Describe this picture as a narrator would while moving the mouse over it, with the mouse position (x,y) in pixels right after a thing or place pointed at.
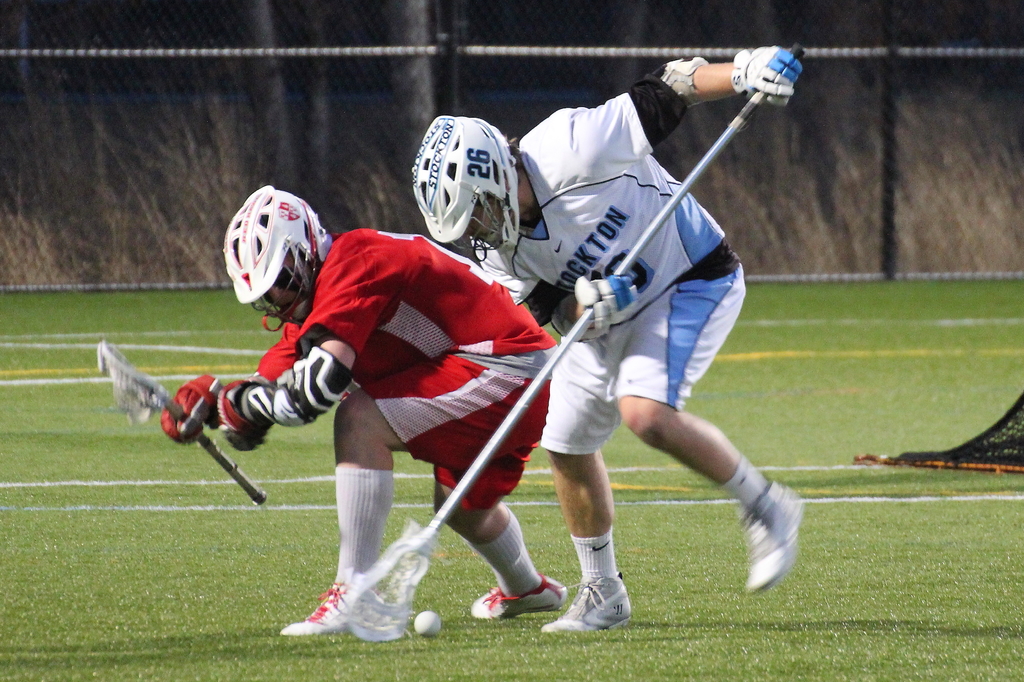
In this picture I can observe two members (420,364) playing field lacrosse. They are wearing red and white color jerseys (572,186). Both of them are wearing helmets (279,240) on their heads (451,228). In the background (106,142) I can observe fence (86,149).
